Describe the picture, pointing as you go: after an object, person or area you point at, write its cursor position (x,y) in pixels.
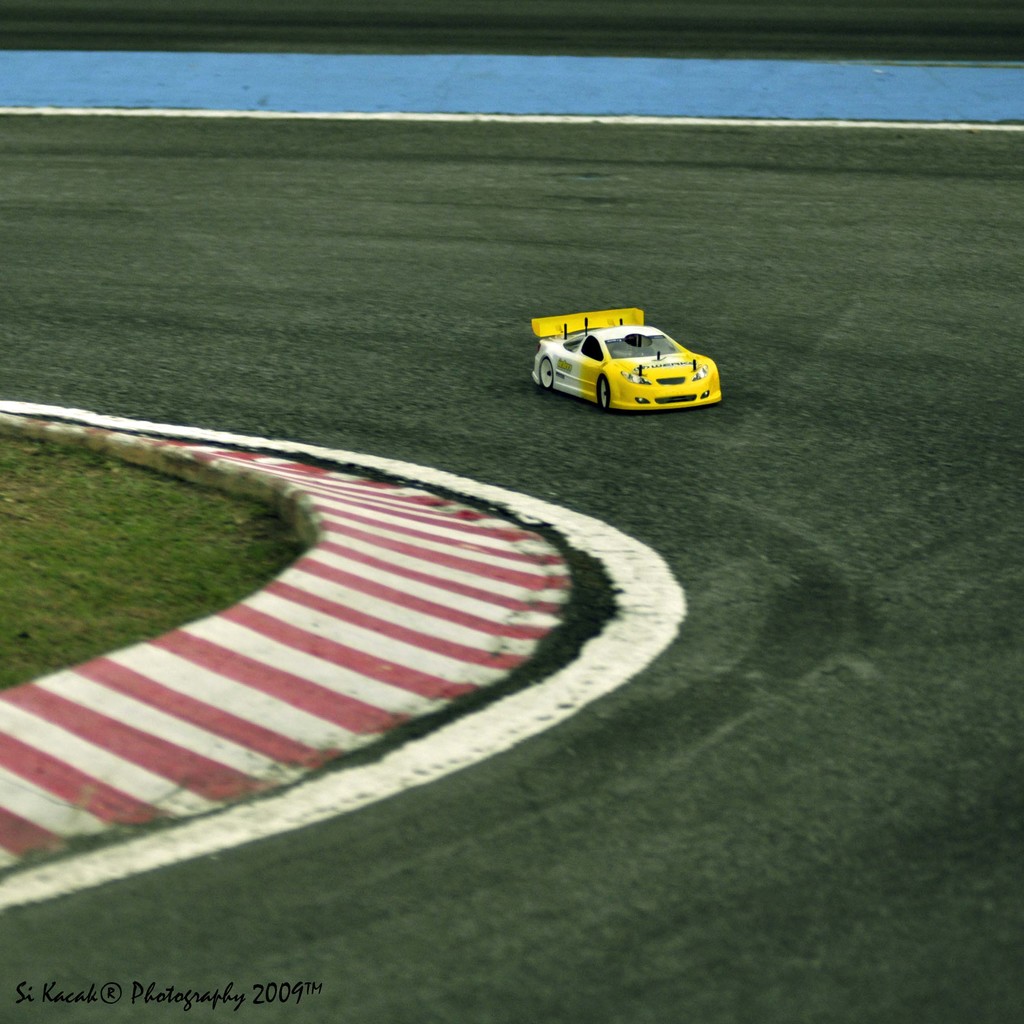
In this image we can see a vehicle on the road (456,479) and also we can see the grass (98,603), at the bottom of the image (195,985) we can see some text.
